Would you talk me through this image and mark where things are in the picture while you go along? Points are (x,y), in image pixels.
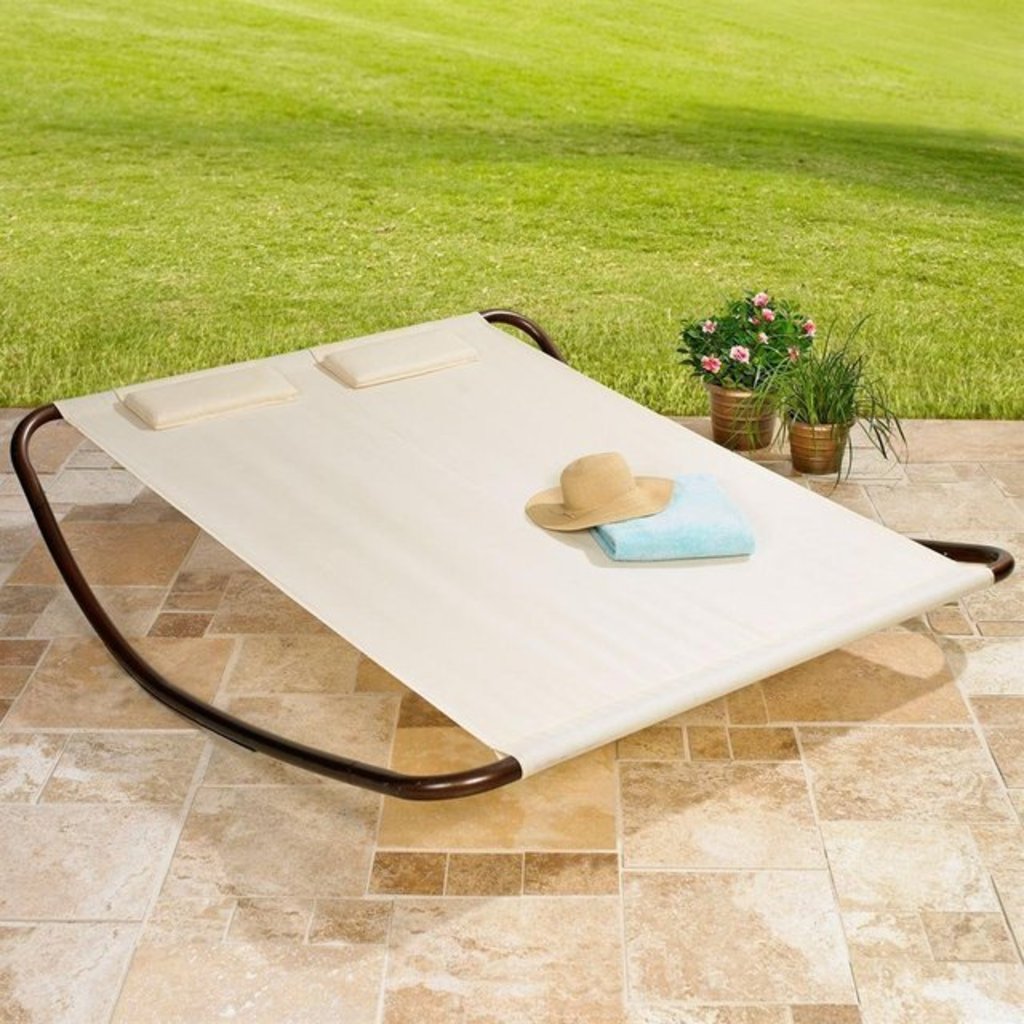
In the image we can see there is a cot (336,520) on which hat (603,515), towel (664,546) and two pillows (356,357) are kept. Behind there is a ground (504,188) which is covered with grass (516,171) and there are two pots (762,422) in each there is a flower plant (766,364) and grass plant (820,402) is kept.
